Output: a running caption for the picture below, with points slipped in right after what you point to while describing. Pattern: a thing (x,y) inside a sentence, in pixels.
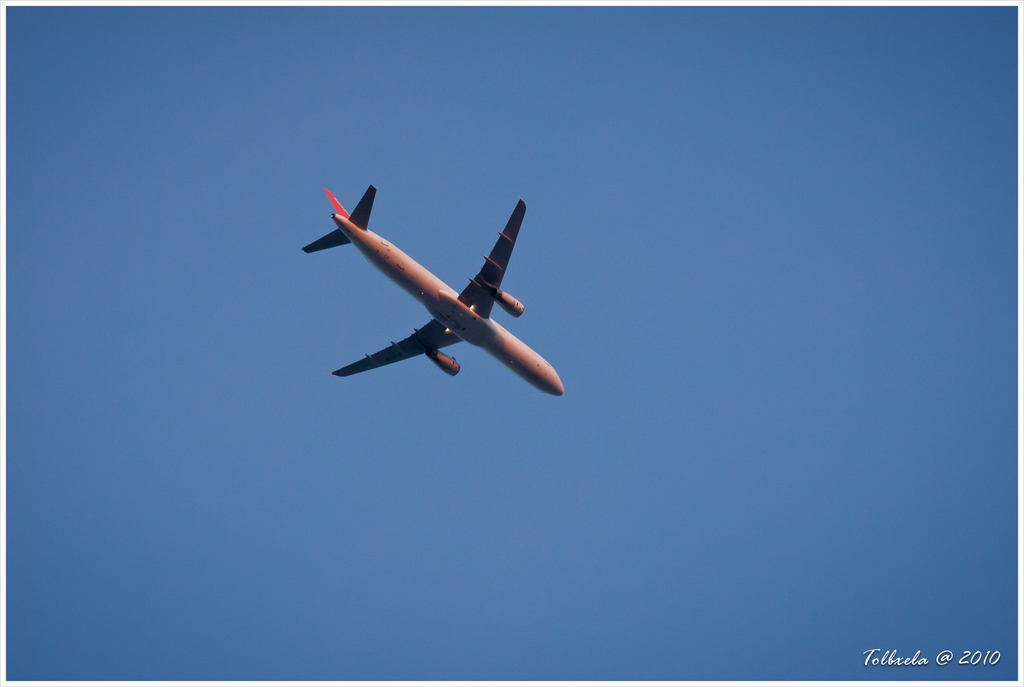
In this image, I can see an airplane (319,243) flying in the sky (580,308). The background (639,350) looks blue in color. This is the watermark (915,664) on the image.
